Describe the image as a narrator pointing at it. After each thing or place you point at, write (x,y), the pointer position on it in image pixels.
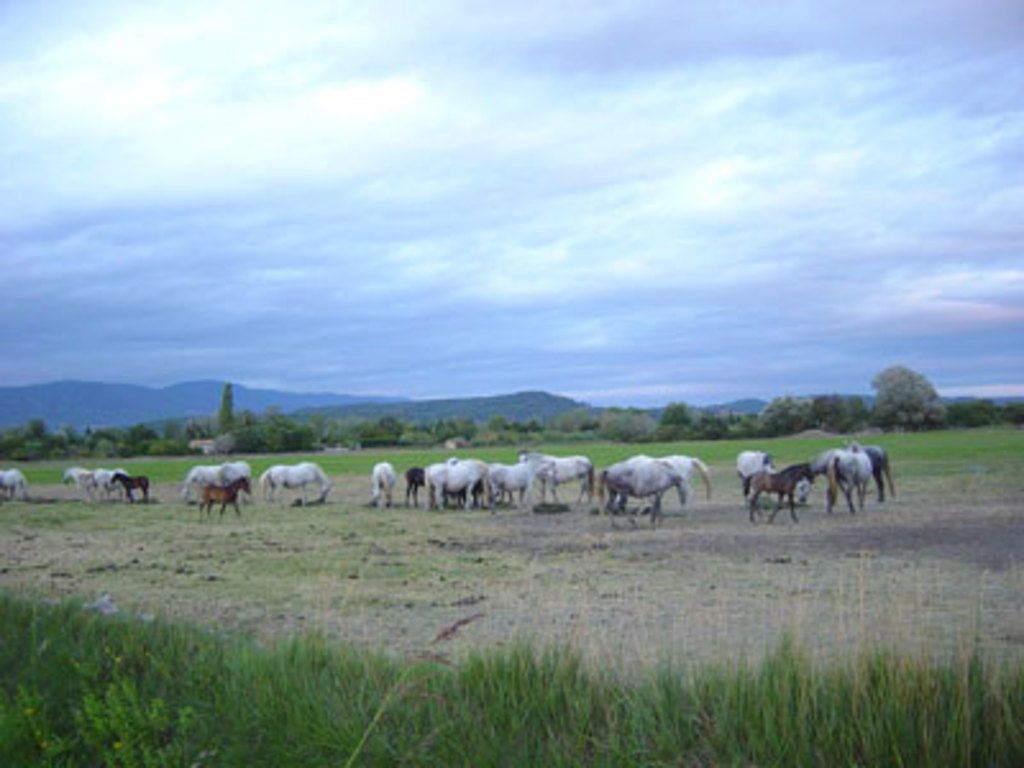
In this picture I can observe some horses (325,496) from the ground (488,578). There are white and brown color horses (409,479). I can observe some grass (458,699) on the bottom of the picture (434,699). In the background (91,416) there are hills (267,397) and some clouds (412,229) in the sky (400,208).
